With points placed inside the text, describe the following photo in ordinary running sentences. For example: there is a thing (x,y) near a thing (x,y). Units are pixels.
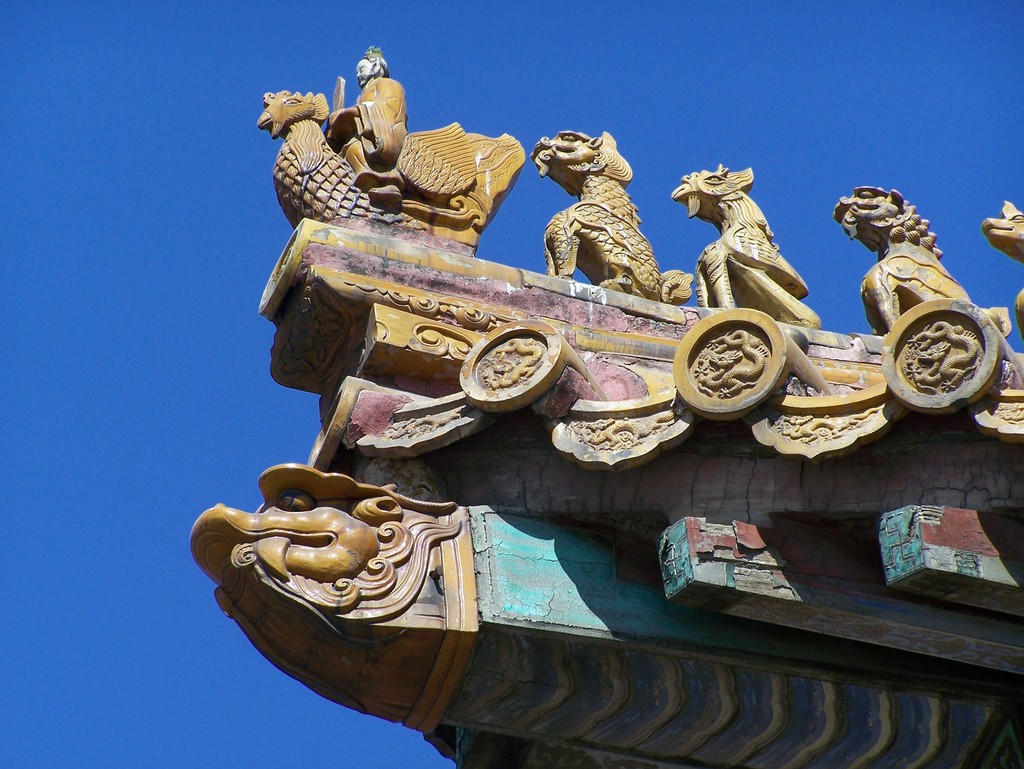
In the picture I can see the corner of a roof (415,488) where we can see some sculptures (314,213) and in the background (60,185), I can see the blue color sky (12,568).
